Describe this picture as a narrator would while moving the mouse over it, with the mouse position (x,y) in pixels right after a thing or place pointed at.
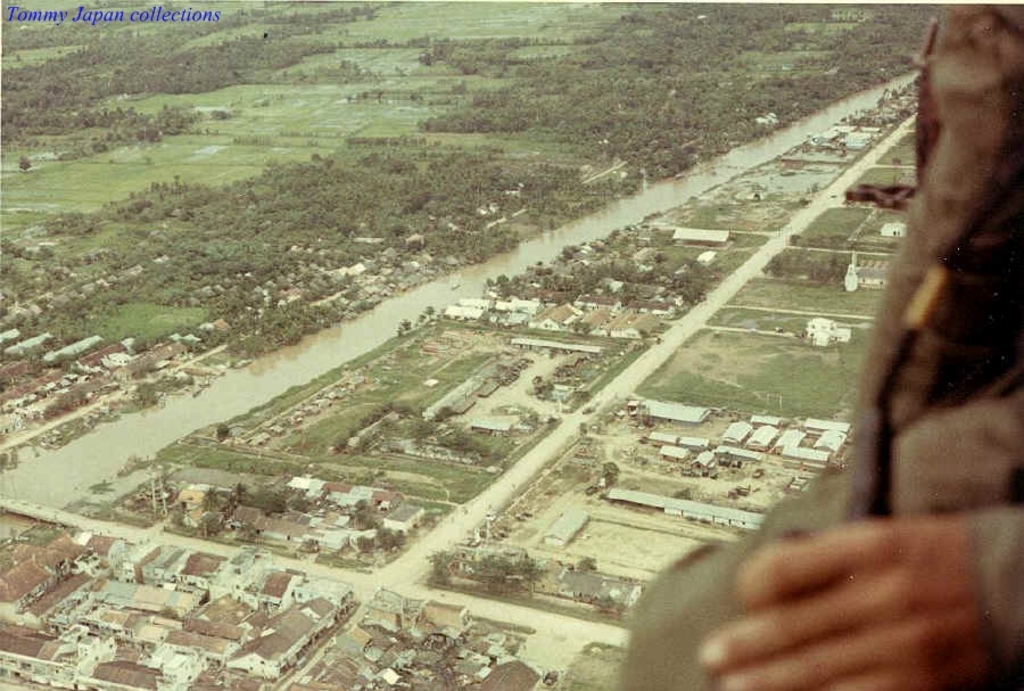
In this image I see the land (829,308) which is full of buildings (33,643), water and a lot of trees (835,64) and I can also a person's hand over here.
